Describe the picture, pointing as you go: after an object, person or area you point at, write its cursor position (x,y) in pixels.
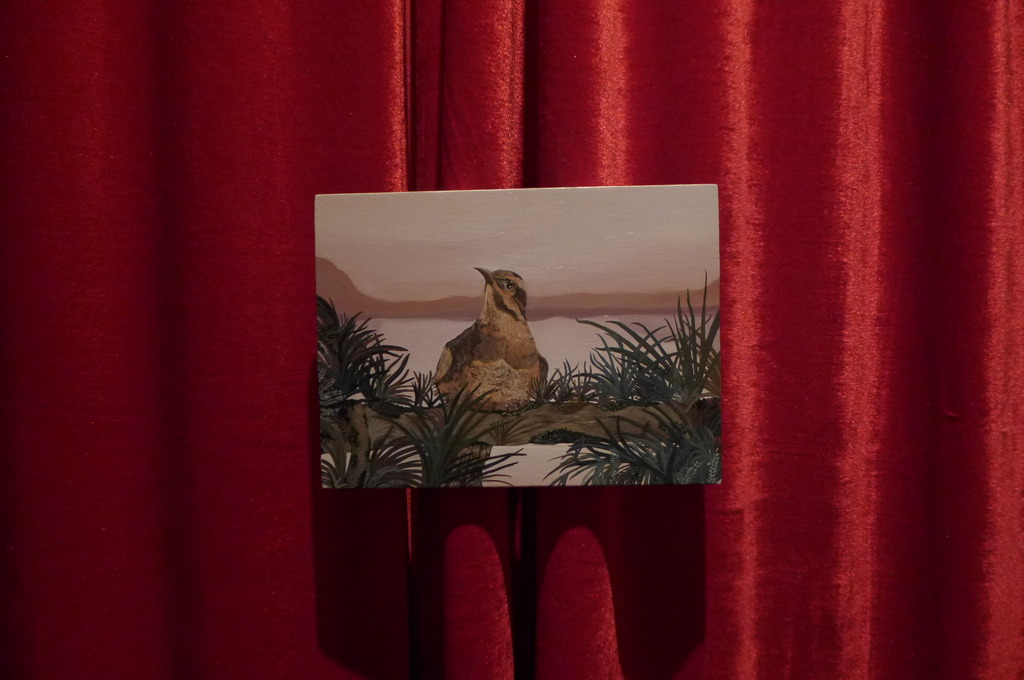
In this picture we have a painting (507,411) of a bird (487,360) and grass (429,460) in front of a red curtain (512,59).
